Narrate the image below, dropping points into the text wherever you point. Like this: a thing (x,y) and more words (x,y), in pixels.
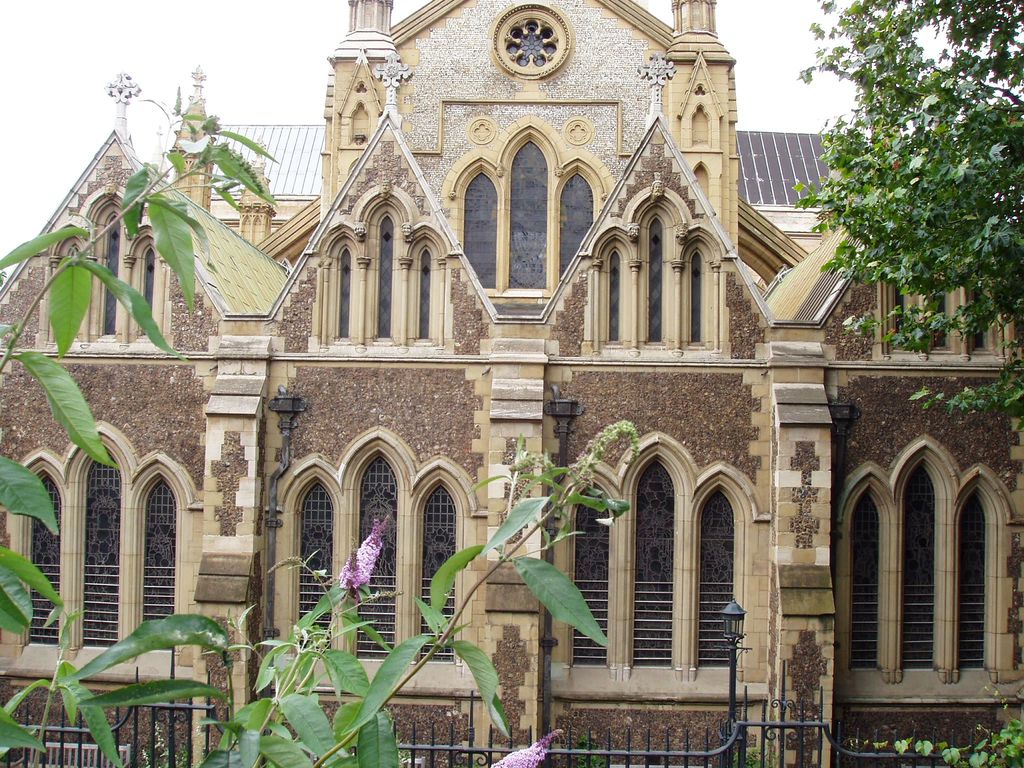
In this image I can see few trees (280,678) which are green in color, few flowers (511,757) which are violet in color, the black colored railing (460,758) and a building (518,416) which is brown and cream in color. I can see few windows (603,546) of the building (261,552) and in the background (795,156) I can see another building (788,161) and the sky (277,75).
